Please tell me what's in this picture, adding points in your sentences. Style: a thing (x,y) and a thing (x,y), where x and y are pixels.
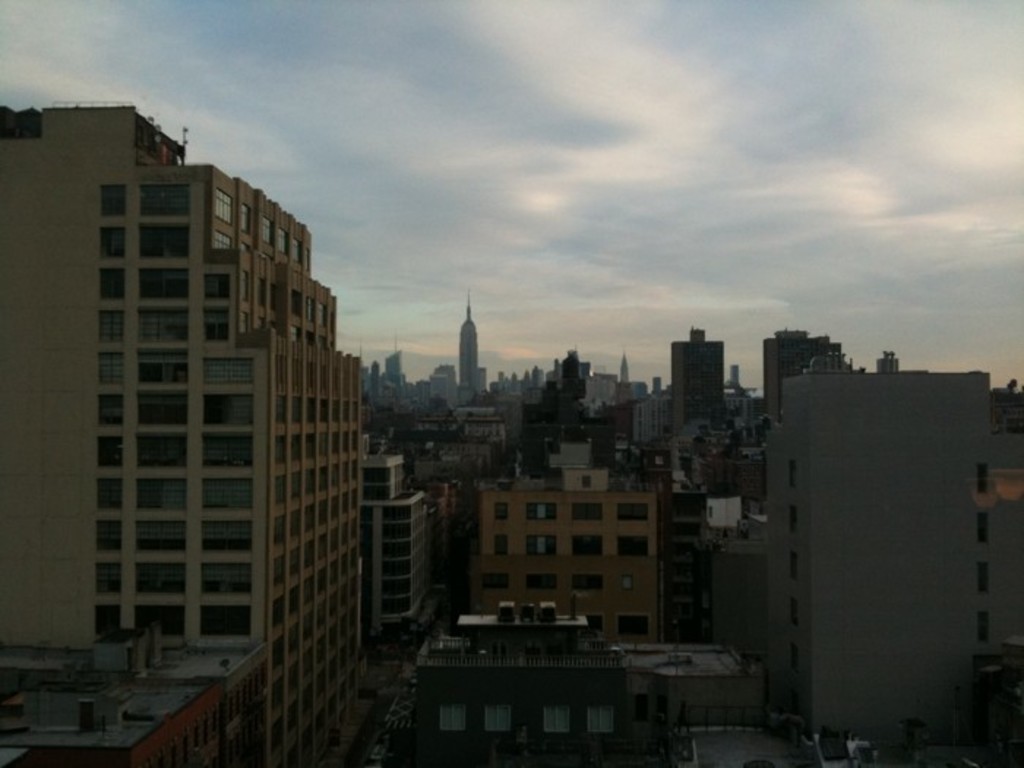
The picture is a aerial of a city (457,428). In this picture there are buildings (399,486). Sky (178,39) is cloudy.
